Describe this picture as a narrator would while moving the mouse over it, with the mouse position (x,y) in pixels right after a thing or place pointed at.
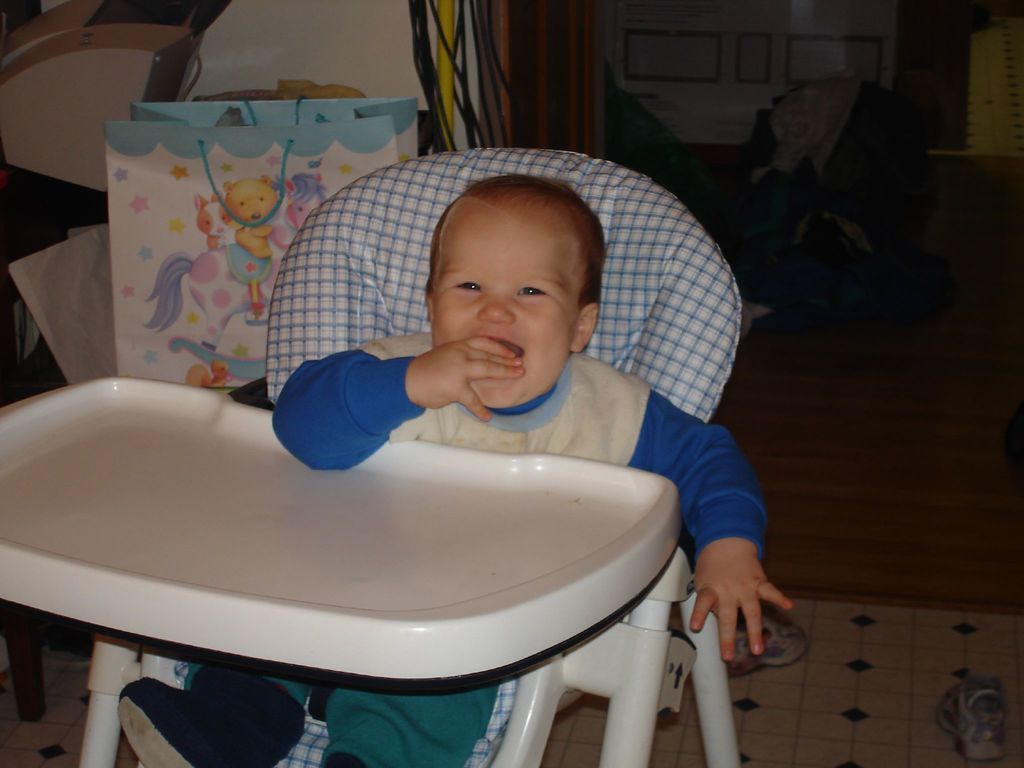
In this image i can see a baby (491,384) sitting on the chair (613,289). In the background (883,518) i can see the floor (861,504), the wall (321,19), few wires (454,87) and the bag (231,208).
